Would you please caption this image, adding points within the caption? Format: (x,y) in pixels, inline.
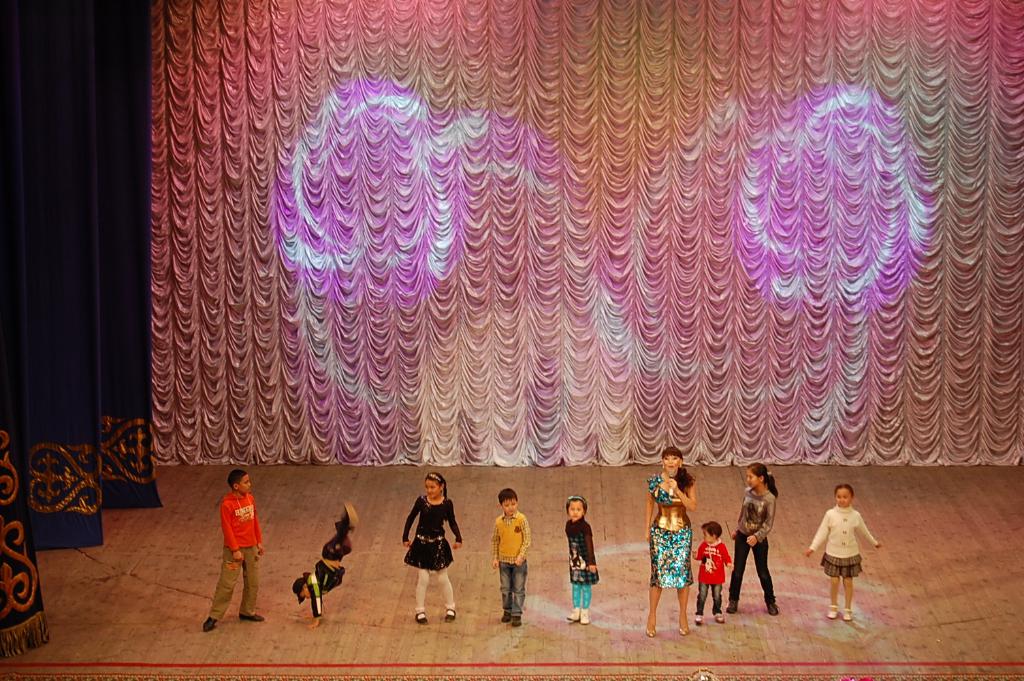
There are few children (257,564) and a lady (660,503) holding mic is on the stage (674,597). In the back (470,209) there is curtain (624,224). On the left side (86,373) there are curtains (123,333).
